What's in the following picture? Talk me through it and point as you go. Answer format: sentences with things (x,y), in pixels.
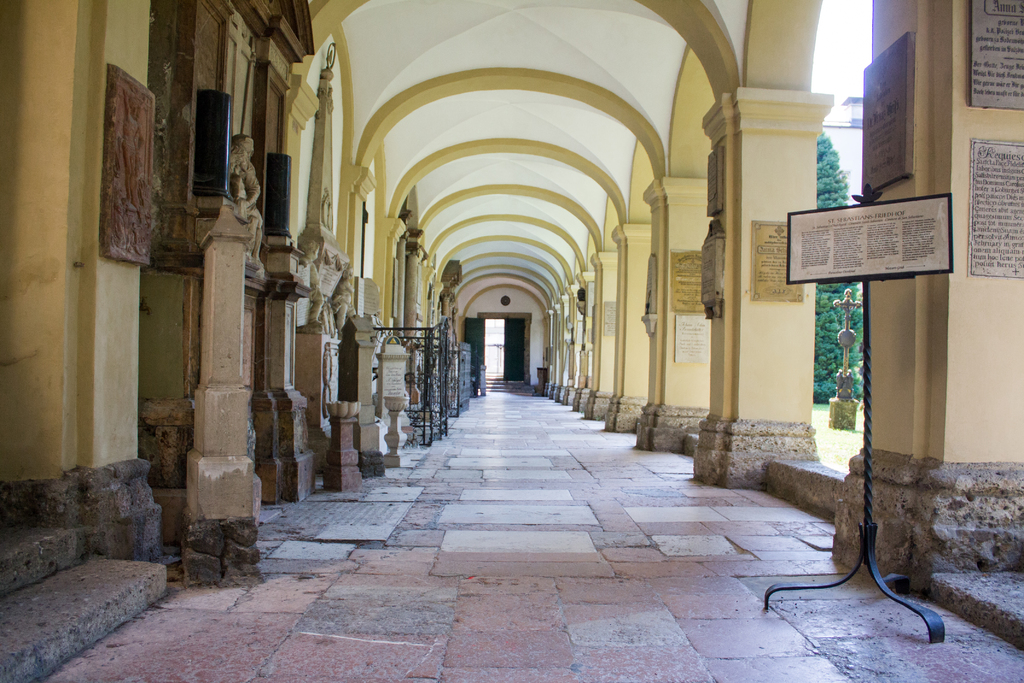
In this picture we can see stands (397,457) on the floor (531,516), pillars (595,335), boards (118,200), statues (453,285), ceiling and some objects (455,354) and in the background (853,315) we can see a tree (825,175), cross (851,389).
